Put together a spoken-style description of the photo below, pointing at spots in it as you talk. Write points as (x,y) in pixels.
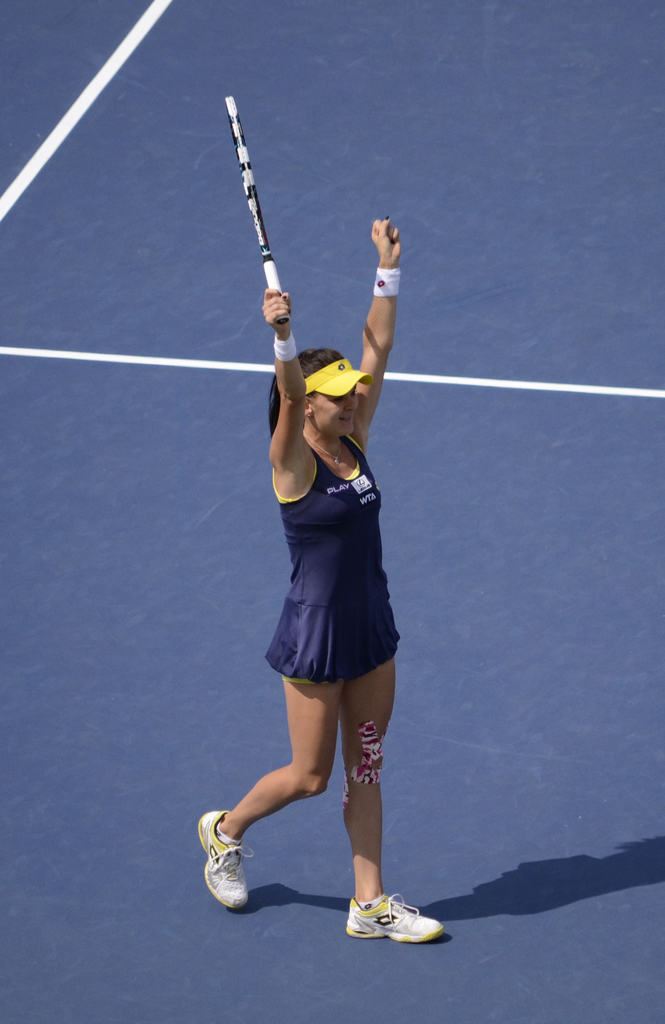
In this image a woman (437,923) is walking and raising her hands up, wearing yellow colour cap (331,378) and blue colour dress (322,677) and wearing shoes (427,918) is holding a racket (233,128) in her hand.
